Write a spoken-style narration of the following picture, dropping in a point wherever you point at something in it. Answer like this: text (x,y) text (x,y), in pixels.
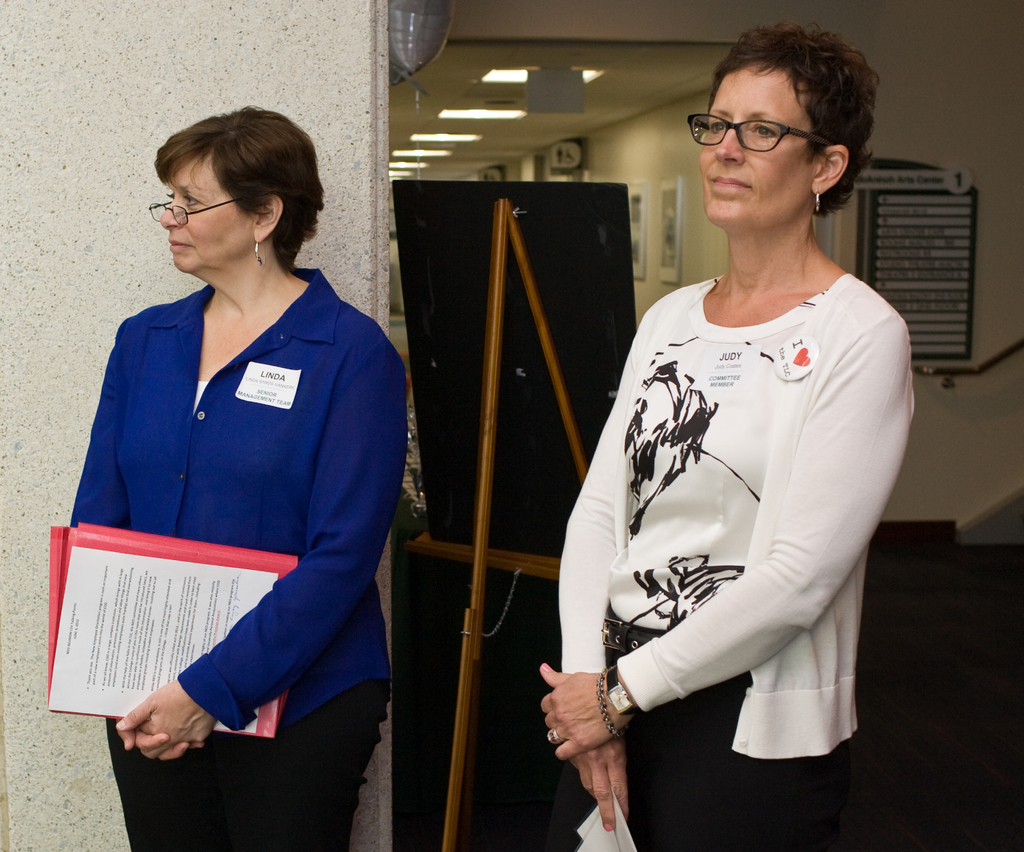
In this image I can see two people (657,504) standing and holding papers (209,642). Back I can see boards (914,177), stand (484,412) and frames (671,227) are attached to the wall (654,192). I can see lights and a wall (655,150).
